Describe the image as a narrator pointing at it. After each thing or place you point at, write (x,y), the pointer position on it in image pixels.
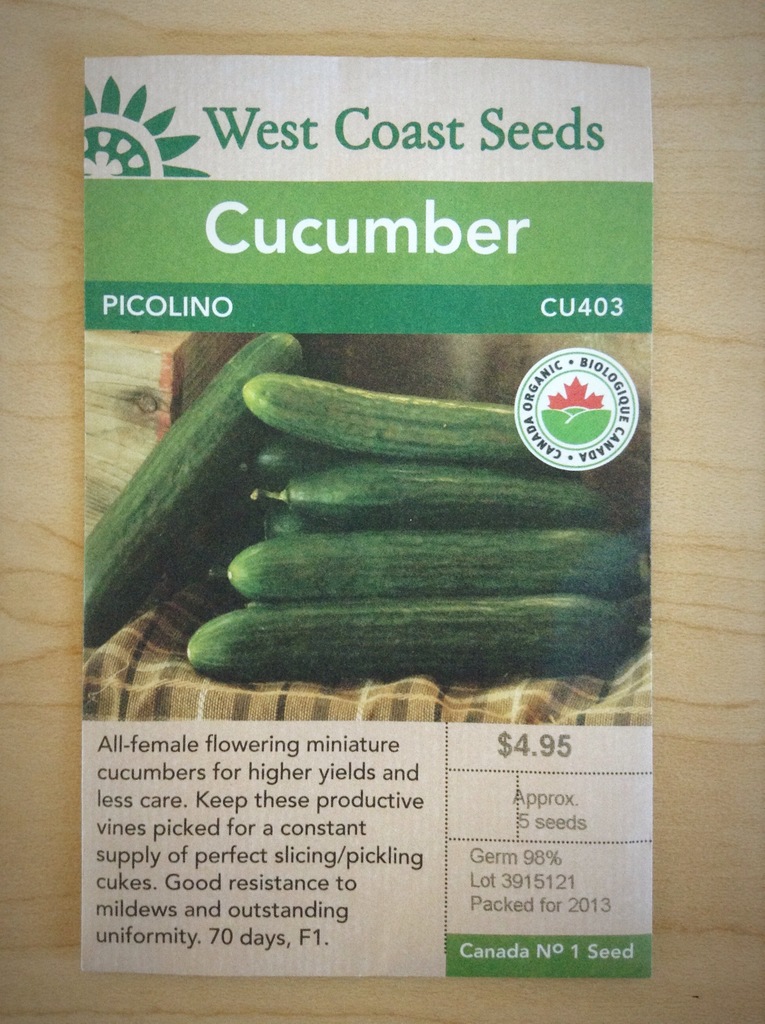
In this picture, there is a paper (489,308) placed on the table (703,382). On the paper (312,514), there is some text (468,211) and pictures (326,511) of cucumber (326,511).
